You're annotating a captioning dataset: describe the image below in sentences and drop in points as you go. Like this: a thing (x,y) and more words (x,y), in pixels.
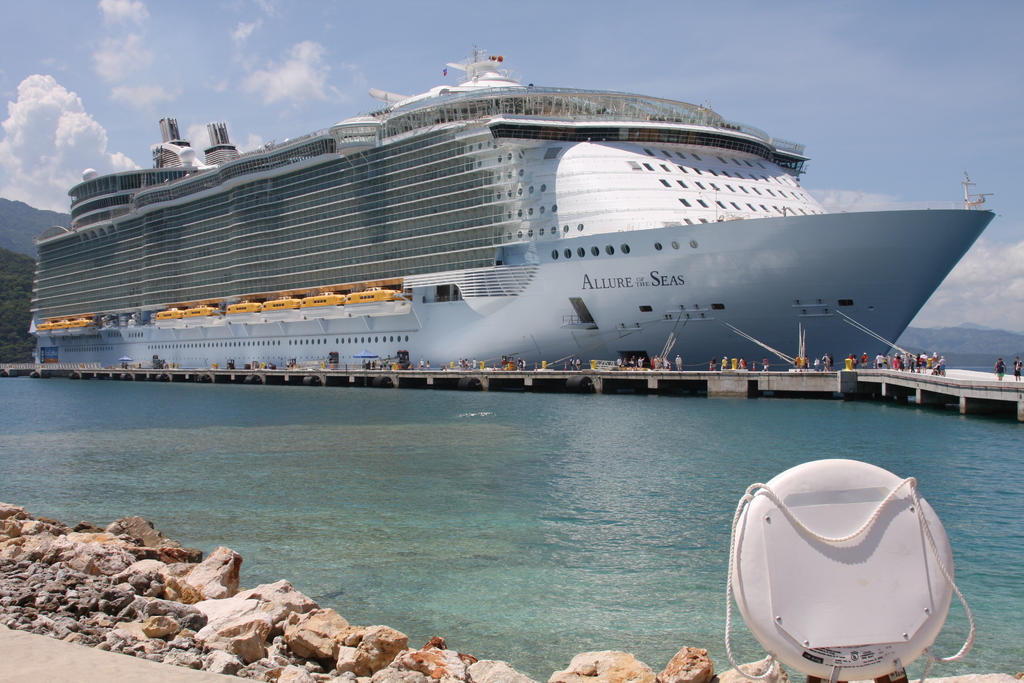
In this image in front (336,678) there are rocks (644,664) and there is some object (857,633). In the center of the image (571,304) there is a ship (779,317) in the water (498,484). There are people (908,356) walking on the platform (688,372). In the background of the image (18,335) there are trees (18,321), mountains (24,229) and sky (473,31).
